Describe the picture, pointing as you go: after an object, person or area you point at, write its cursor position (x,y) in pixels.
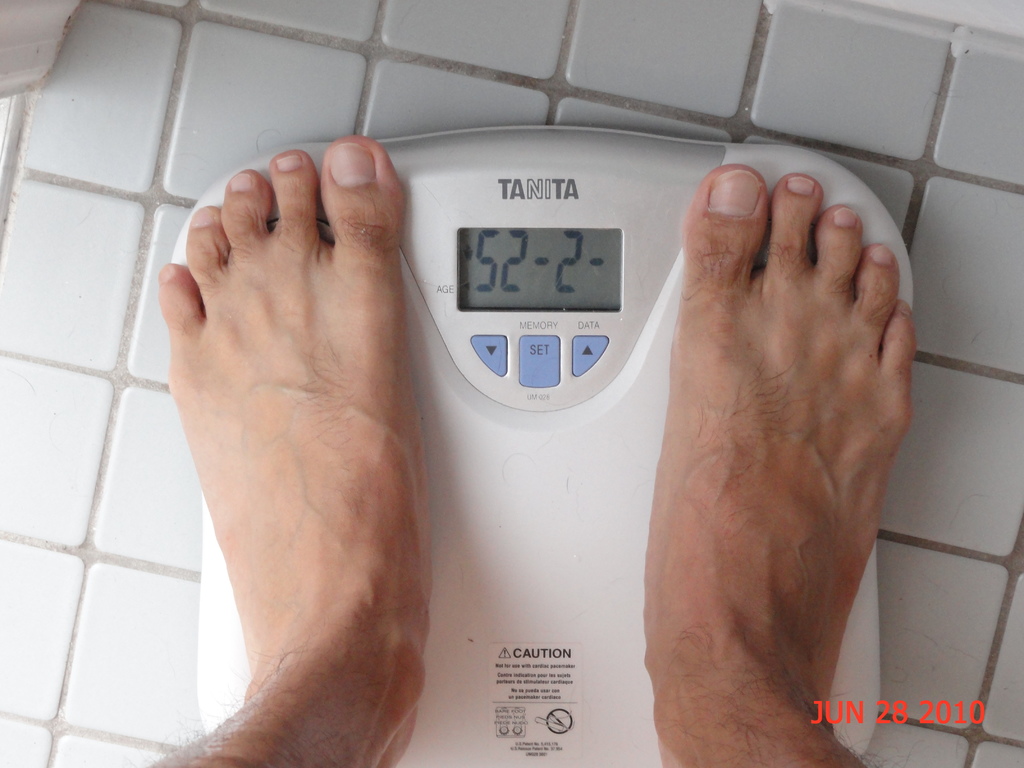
In the picture we can see a tiled floor (67,98) on it we can see a weight machine (818,163) with a person legs (697,315) on it.
